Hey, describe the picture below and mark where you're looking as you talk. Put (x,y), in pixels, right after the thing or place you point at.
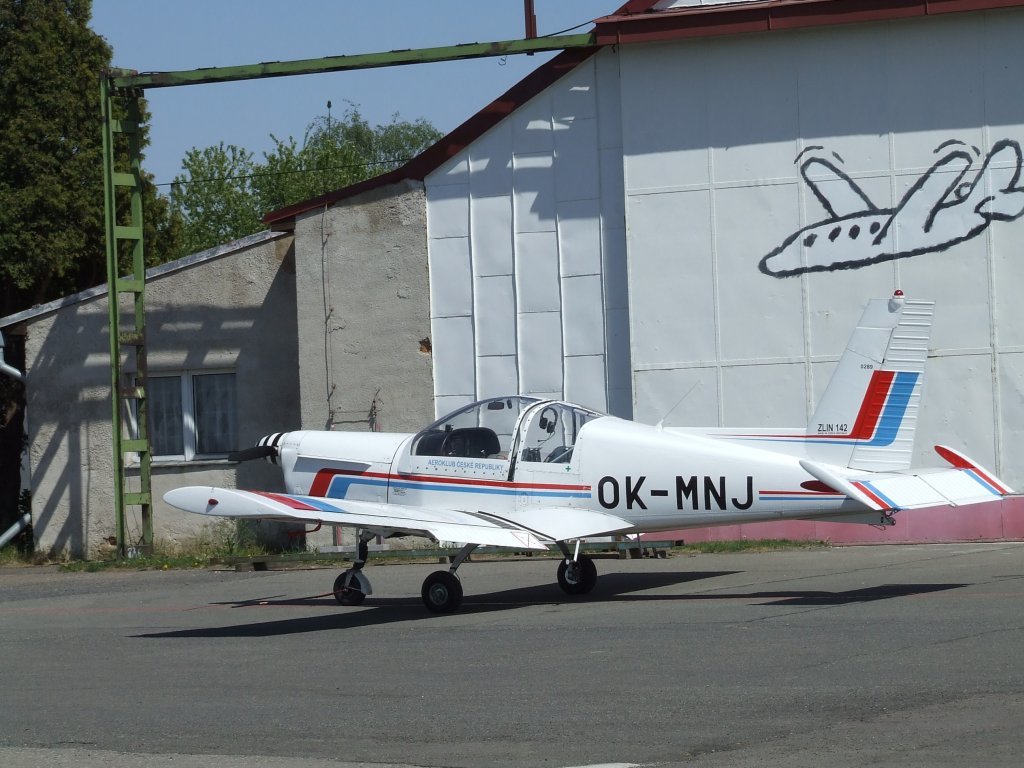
In this image I see an aircraft (515,478) over here which is of white, red and blue in color and I see words (616,495) written over here and I see the road (347,633). In the background (97,388) I see the building (353,184), a rod (138,136) over here and I see number of trees (287,156) and I see a wire (327,168) and I see the sky (144,64) and I see the drawing (860,235) of an aeroplane (899,228) over here.
